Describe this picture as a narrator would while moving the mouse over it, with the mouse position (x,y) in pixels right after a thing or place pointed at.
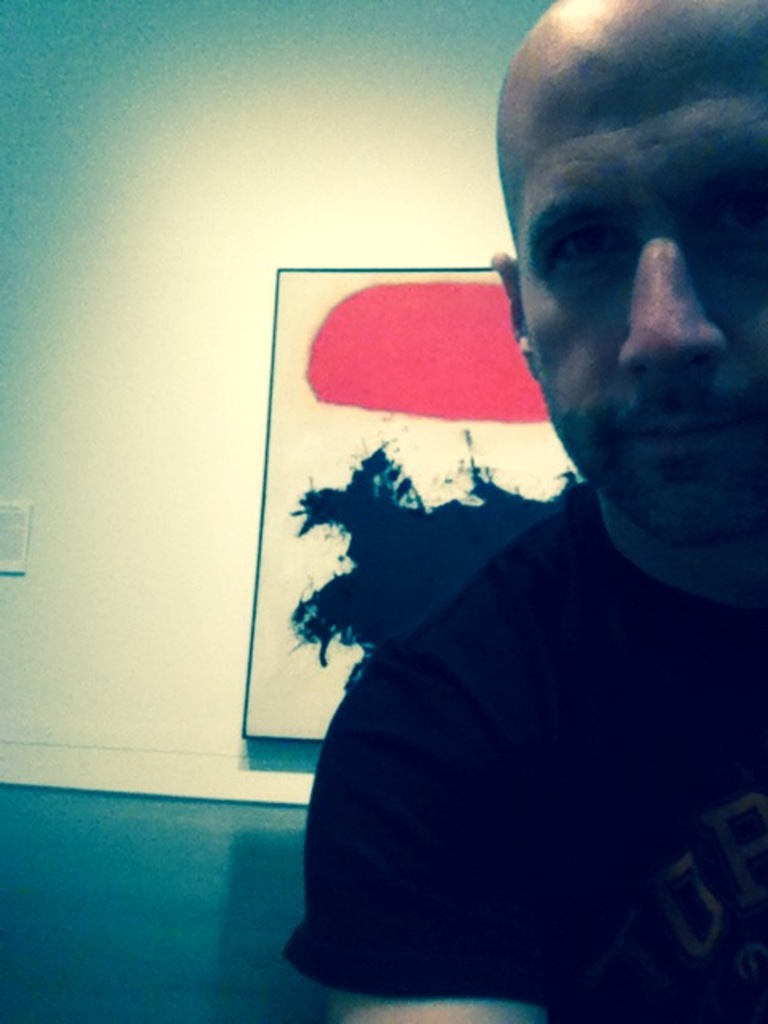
In this image I can see a person (487,577) wearing a black color shirt (467,643) and at the top (312,62) I can see the wall (324,149) and photo frame (402,509) attached to the wall (58,563).
